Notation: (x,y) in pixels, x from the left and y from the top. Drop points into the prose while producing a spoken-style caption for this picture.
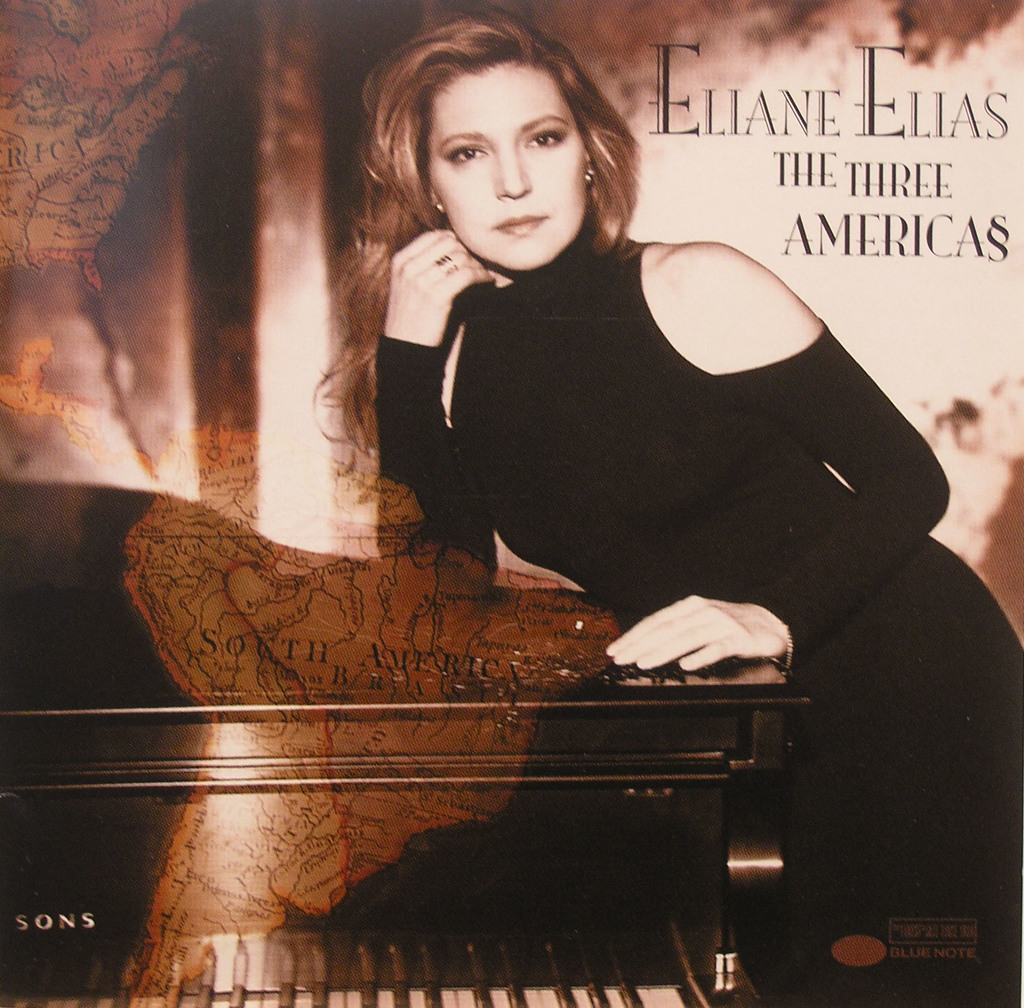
In this picture we can see woman (976,776) standing and not smiling and she kept her hand (764,650) on a piano table (327,808) and this is a poster (346,514).
